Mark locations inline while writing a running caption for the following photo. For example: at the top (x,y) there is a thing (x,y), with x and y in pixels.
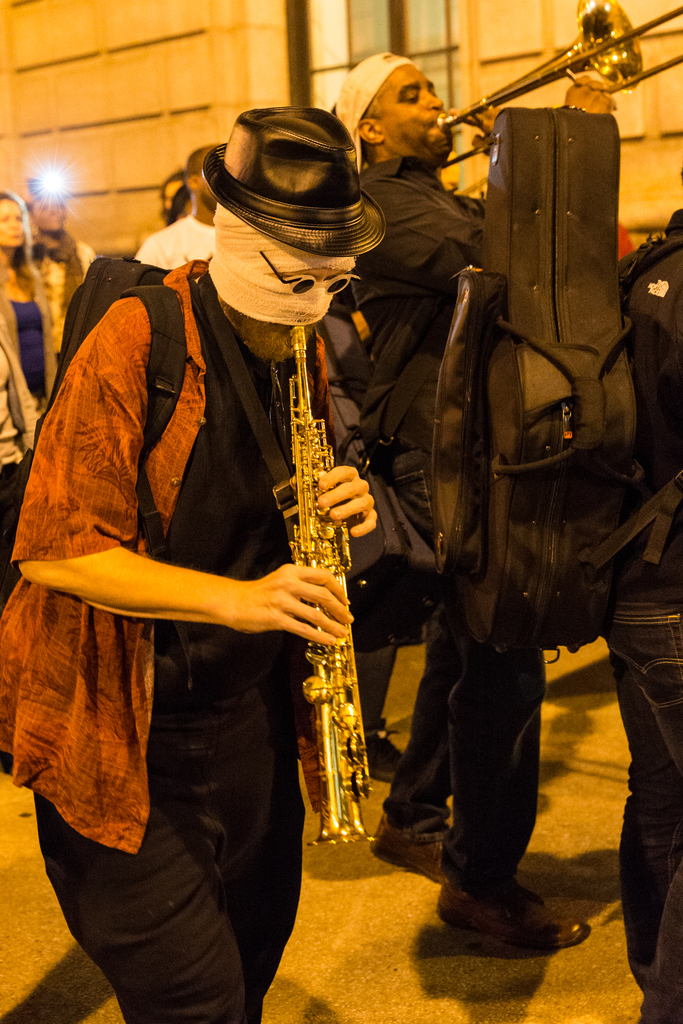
In this image we can see many people (265,313). There are few people (302,290) playing musical instruments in the image. A person (672,420) is carrying an object (628,449) on his back (672,433) at the right side of the image (583,472).
